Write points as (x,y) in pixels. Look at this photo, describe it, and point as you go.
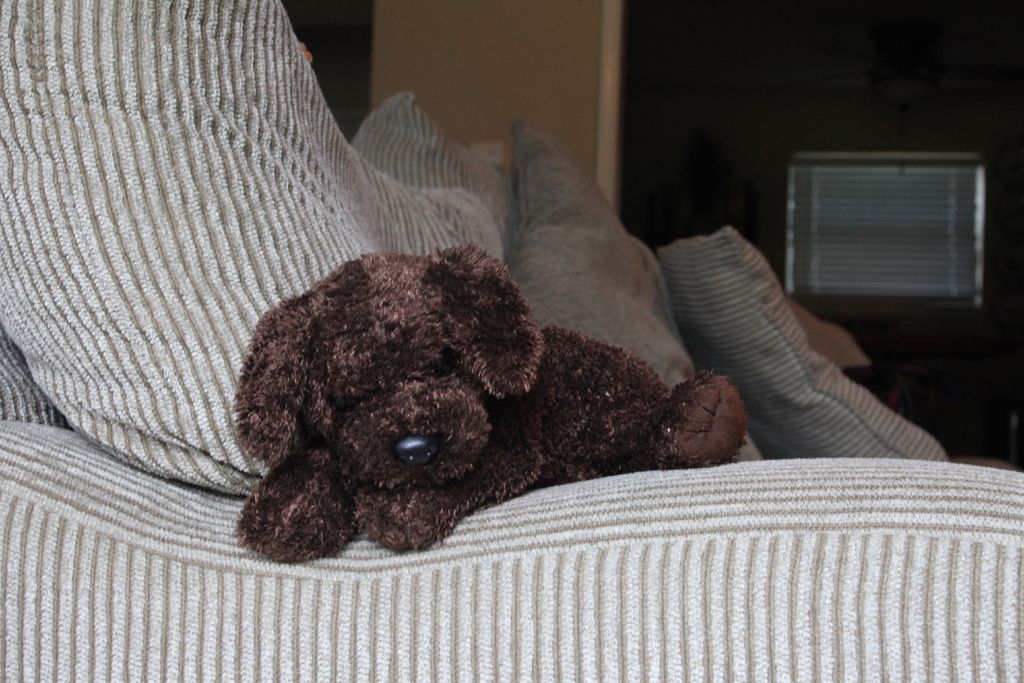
In this image there is a toy (362,513) on the sofa (618,590). Few cushions (627,332) are on the sofa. Background (595,79) there is a wall (743,140).
